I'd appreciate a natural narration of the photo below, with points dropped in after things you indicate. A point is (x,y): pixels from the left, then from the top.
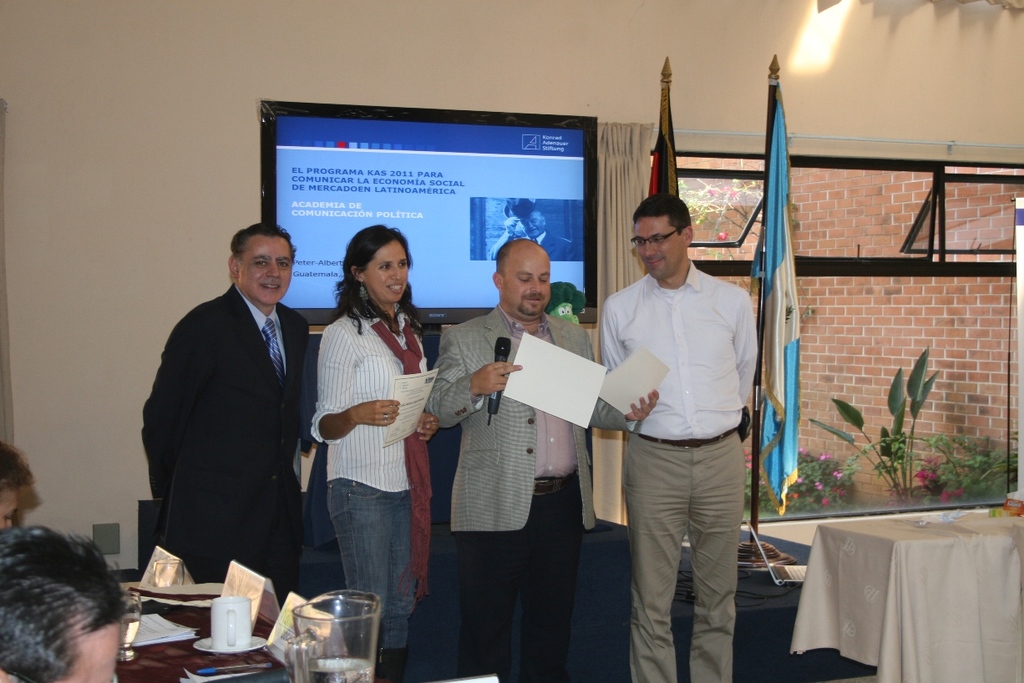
Here a woman (395,275) is standing, she wore shirt (365,359), trouser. Beside her 3 men (501,281) are also standing, behind her it's an electronic display (471,202). On the right side (766,410) these are the two flags (784,401).
